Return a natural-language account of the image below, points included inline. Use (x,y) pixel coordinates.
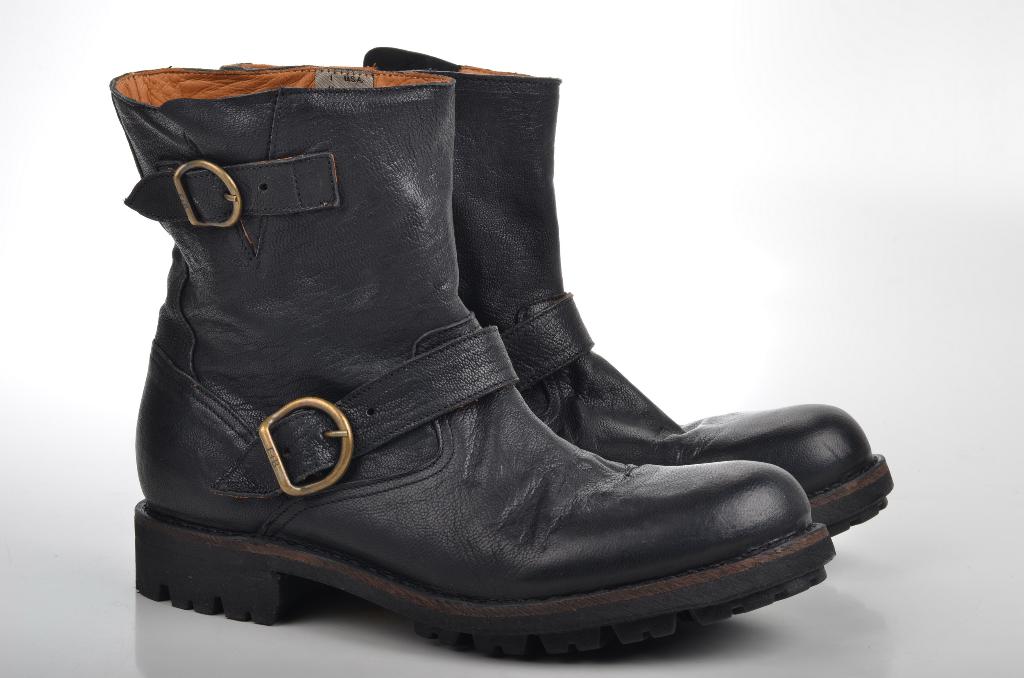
In this image, we can see boots (546,472) on the white background.
